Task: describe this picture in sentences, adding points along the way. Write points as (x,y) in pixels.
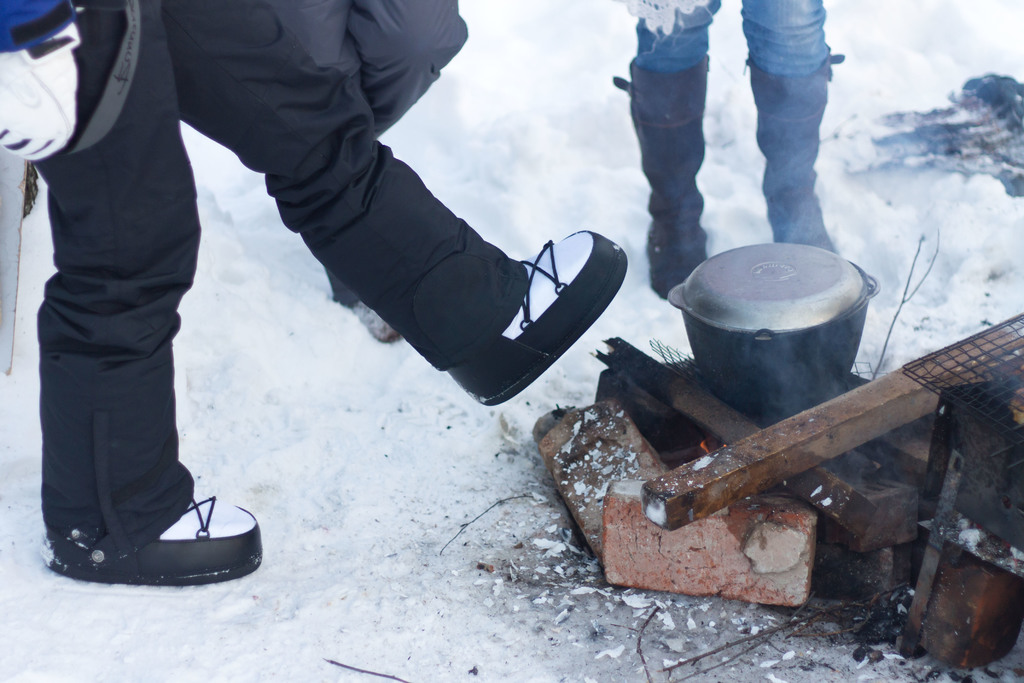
In this picture we can see there are two persons (352,172) legs (303,220) and the persons (257,169) are standing on the snow (367,422). On the right side of the image (757,384), there are bricks (629,469), grill (951,398), a bowl (793,372), lid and wooden logs (794,467).
